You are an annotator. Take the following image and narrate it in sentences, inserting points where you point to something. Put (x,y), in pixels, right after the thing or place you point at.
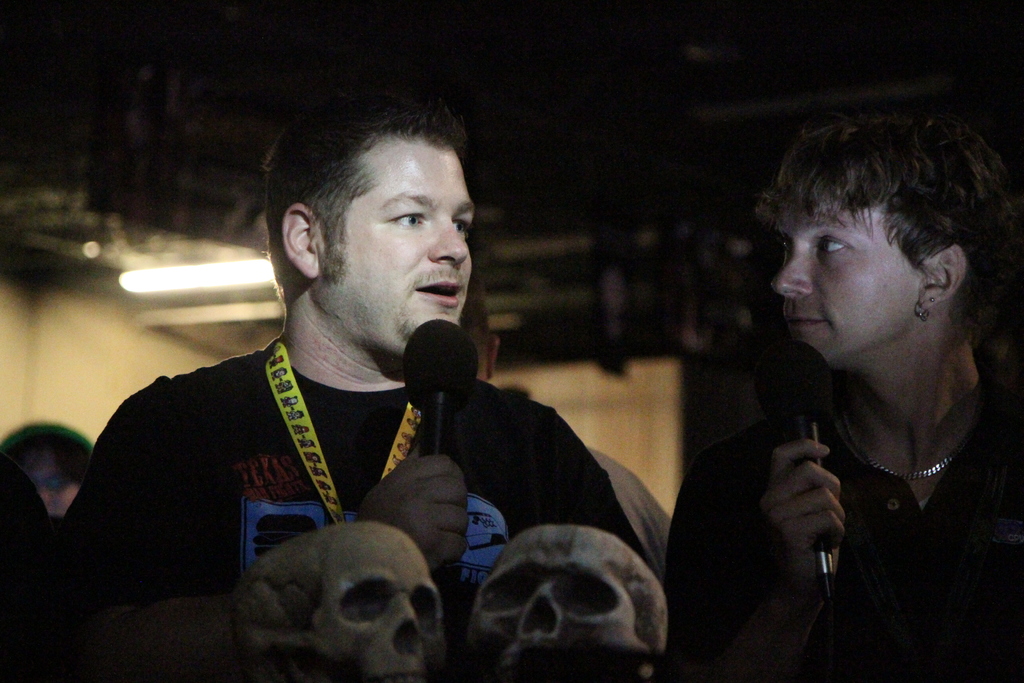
As we can see in the image there are two people (325,361) holding mics (813,404) and in the front (617,613) there are two skeleton heads (372,597).
